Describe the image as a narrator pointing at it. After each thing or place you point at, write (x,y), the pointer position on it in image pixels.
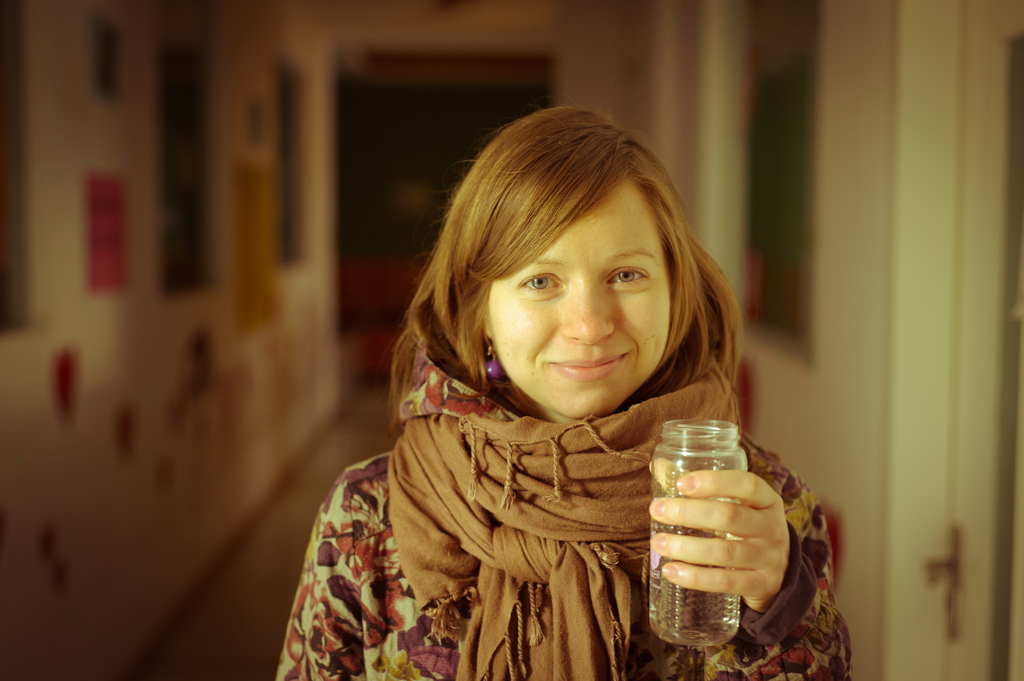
In the center of the image (465,271) there is a woman (361,588) holding a jar (670,435) in her hand (755,535). To the both sides of the image there are walls (720,175). To the right side of the image (941,389) there is door (980,516).
